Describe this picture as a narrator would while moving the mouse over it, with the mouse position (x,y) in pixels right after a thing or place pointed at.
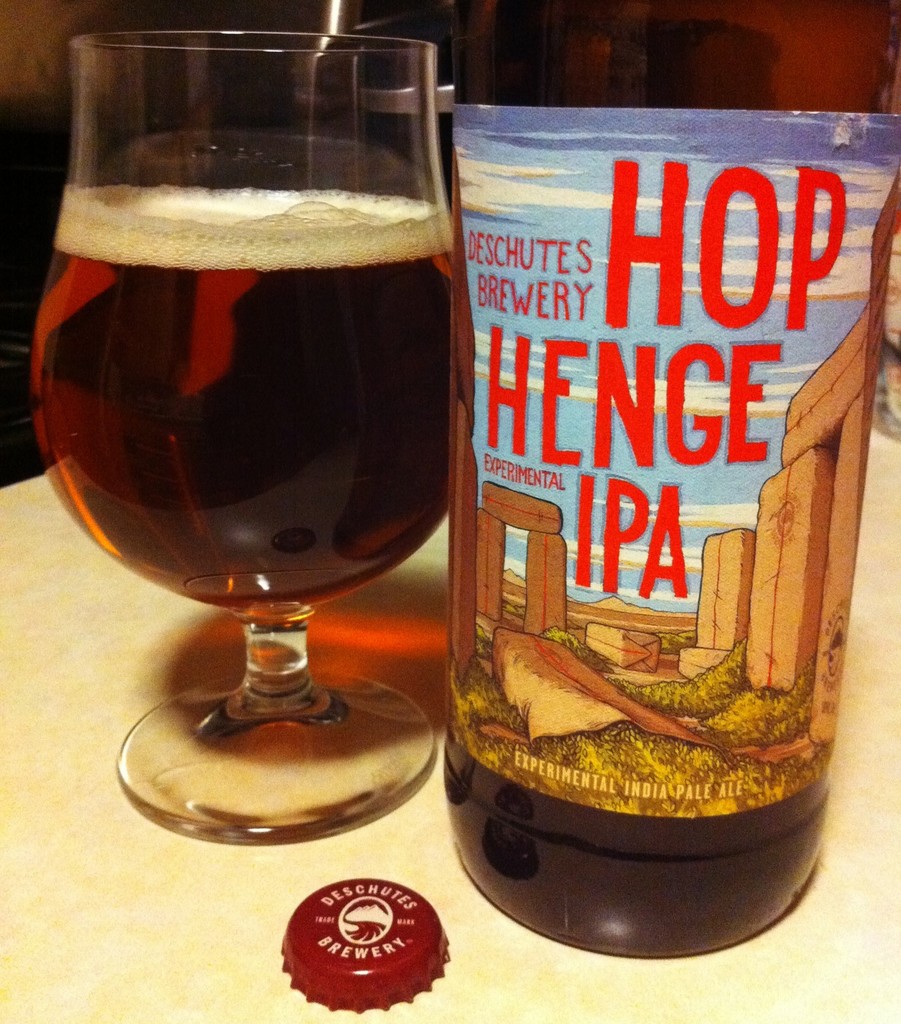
In this image there is a bottle (595,568) and wine glass (200,735) with drink (91,486) kept on a table (37,764).
